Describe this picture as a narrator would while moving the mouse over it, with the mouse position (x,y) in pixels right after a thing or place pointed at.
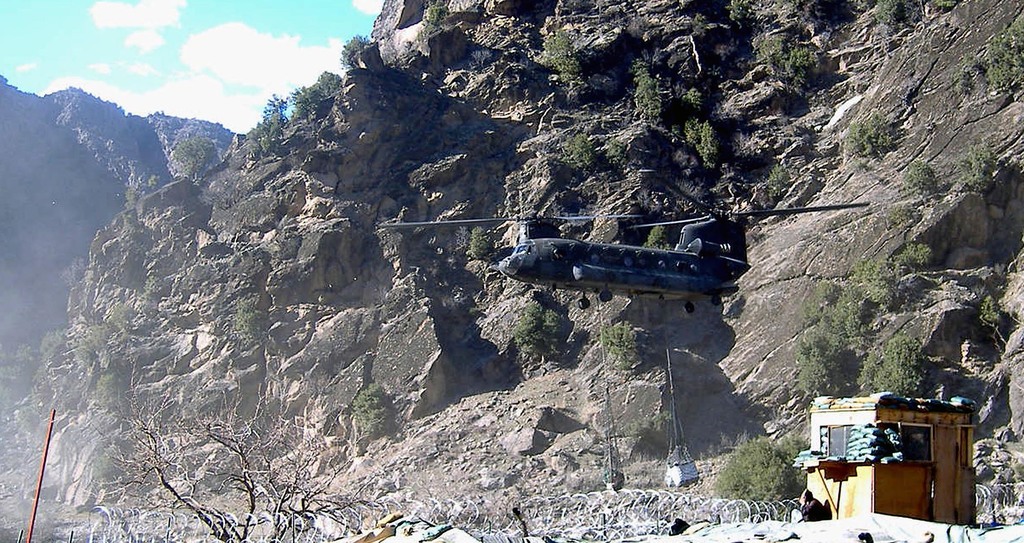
In the image there is a mountain (683,98) and in front of the mountain (644,203) there is an aircraft (626,246) and on the right side (818,489) it seems like there is a room (851,515) and there is a person (811,507) in front of the room (964,498).
